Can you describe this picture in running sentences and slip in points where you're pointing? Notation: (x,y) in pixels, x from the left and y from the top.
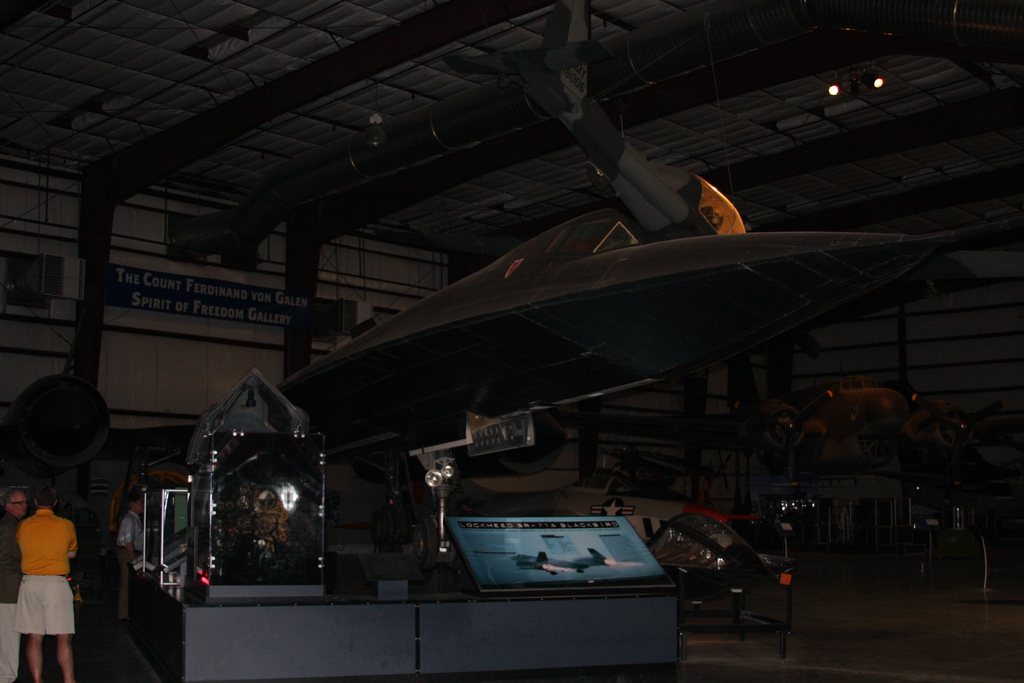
In this picture we can see aircraft (653,481) here, on the left side (40,593) there are three persons (32,575) standing, we can see a board (562,554) here, there are two lights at the top of the picture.
